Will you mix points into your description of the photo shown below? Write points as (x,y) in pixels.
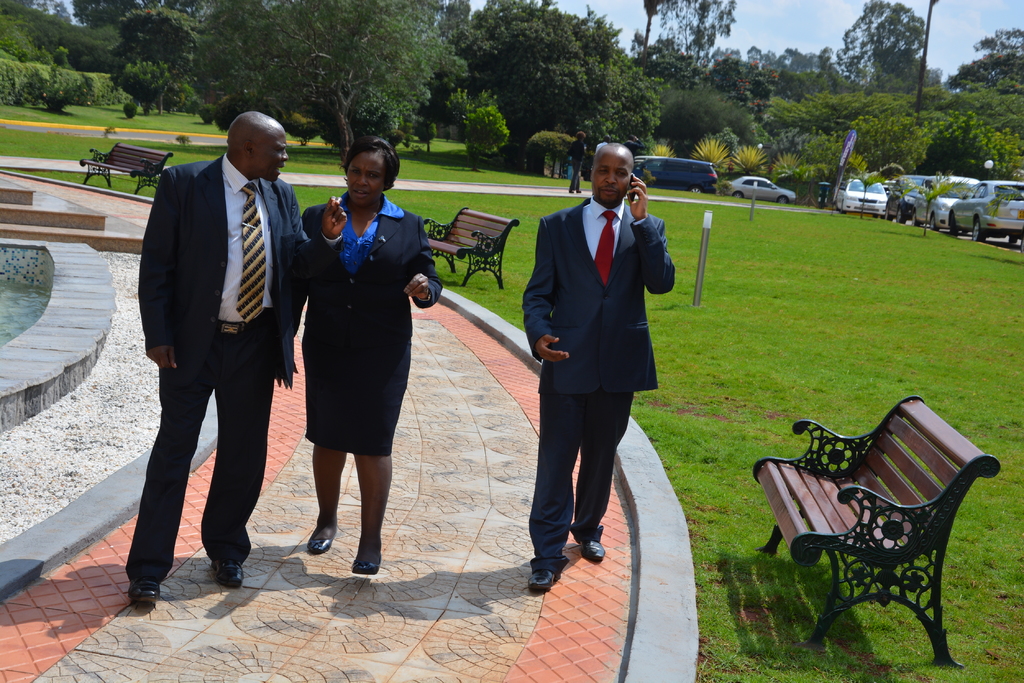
In the image we can see there are people (531,314) who are standing on the footpath (472,529) and there is a ground (886,293) which is covered with grass (832,282) and cars (993,215) are parked on the road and at the back (948,150) there are lot of trees (768,79).
